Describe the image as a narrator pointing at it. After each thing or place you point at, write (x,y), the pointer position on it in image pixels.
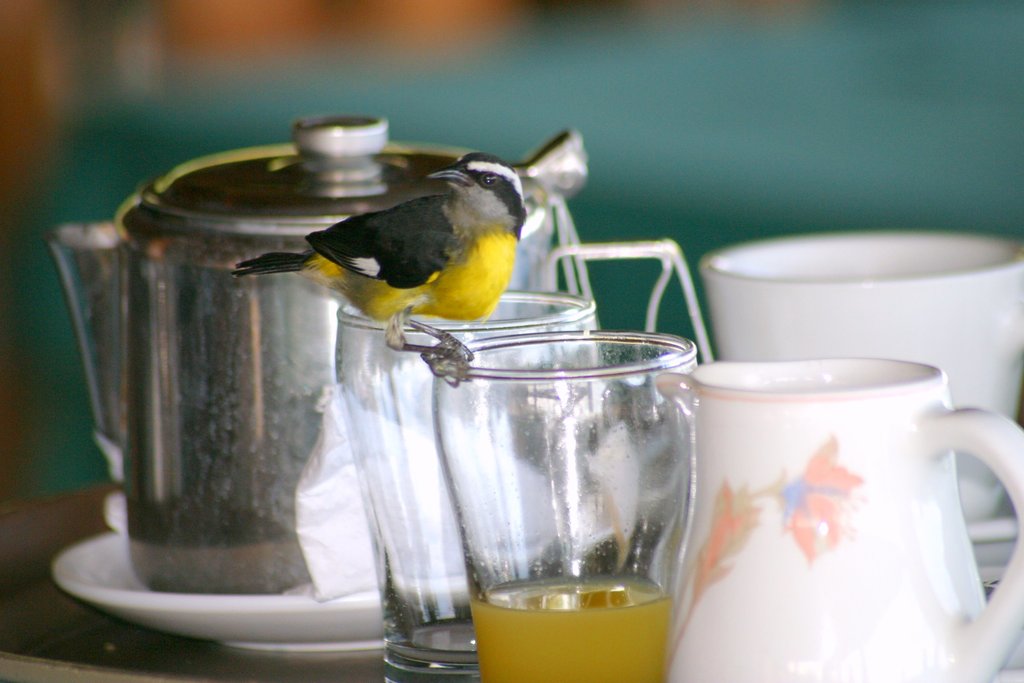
In this image there is a tea pot (319,207), glasses (625,375), cups (869,475) and on the glass (531,391) there is one bird (488,199) and there is blurry background (862,144). At the bottom (26,514) there is a table (47,563).
